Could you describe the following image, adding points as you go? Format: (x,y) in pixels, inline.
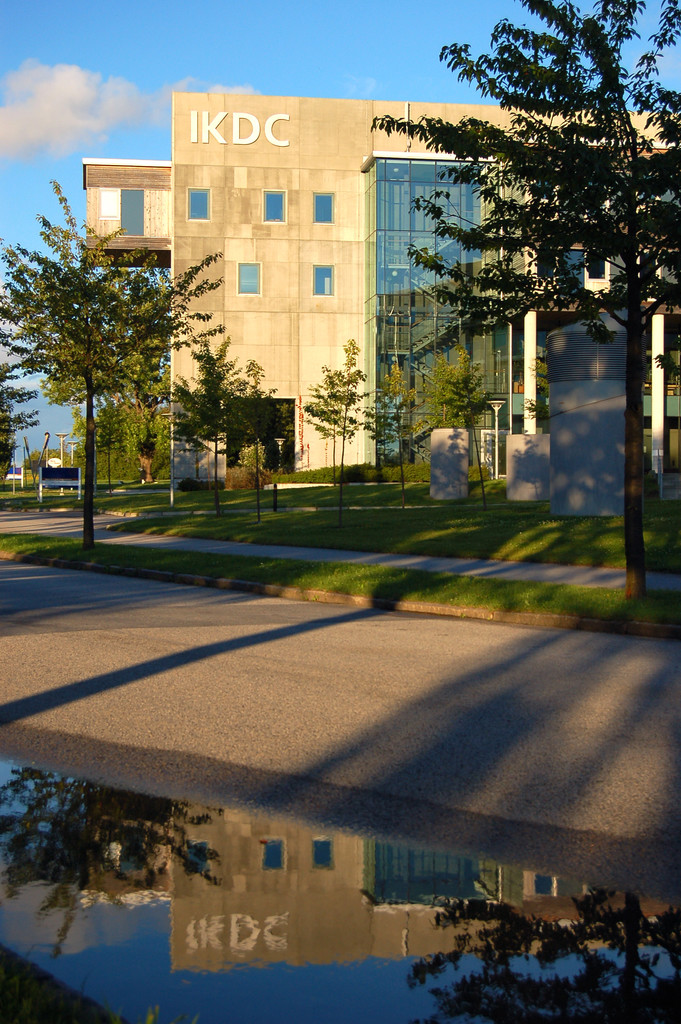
In the foreground (50,627) we can see the road (649,679). Here we can see the water (300,919) on the road (675,714). Here we can see the trees (506,297). In the background (216,181), we can see the building (407,201) and here we can see the glass windows (391,239). This is a sky (158,146) with clouds (72,77).
